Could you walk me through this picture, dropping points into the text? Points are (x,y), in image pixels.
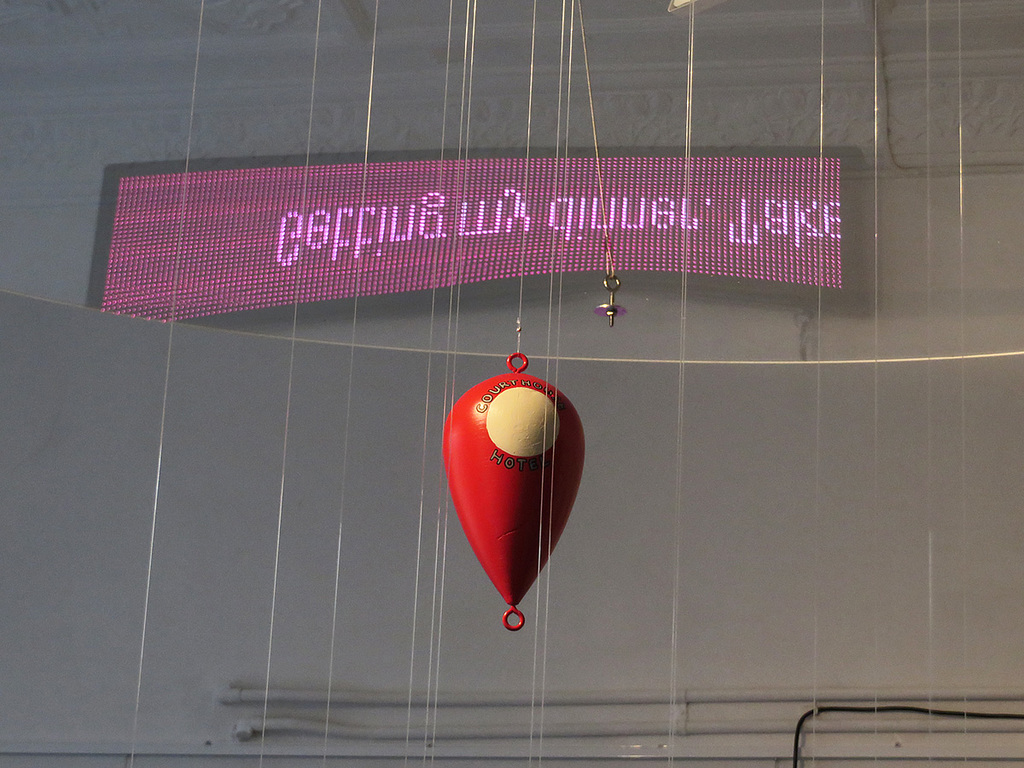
In this image there is a wall (630,422) on which there is a led board (481,253). In the board (476,195) there is some script (491,214). At the bottom (527,726) there are pipes (597,724) and a wire (898,709) in between them. In the middle (536,476) there is a red color hanging (540,461).
